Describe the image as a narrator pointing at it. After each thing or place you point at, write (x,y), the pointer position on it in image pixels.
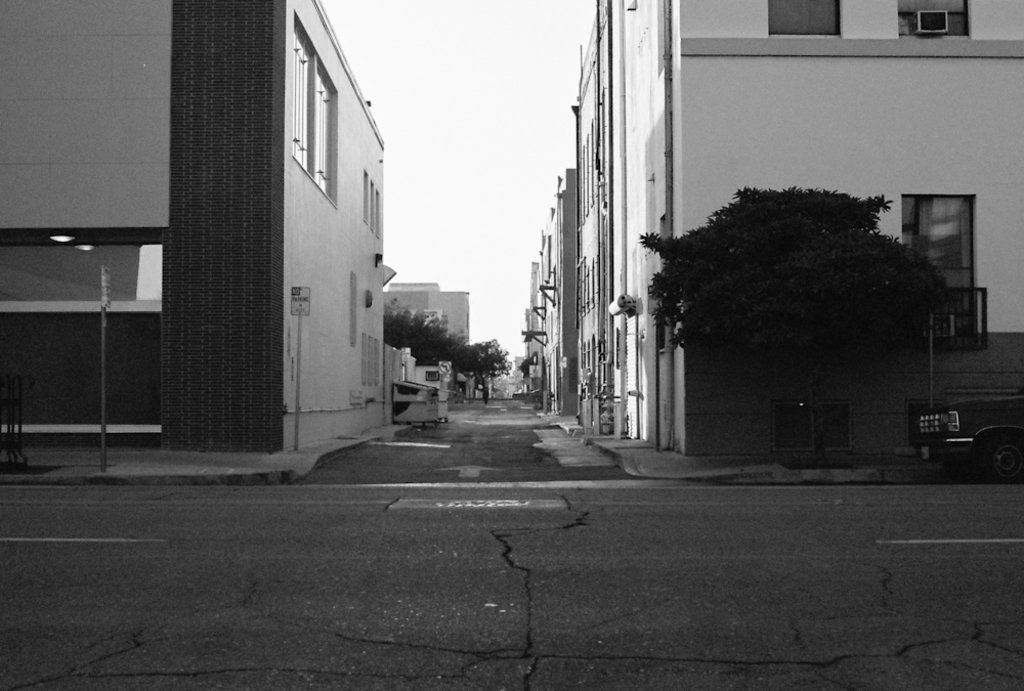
In this picture we can see buildings (103,81), trees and we can see sky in the background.
